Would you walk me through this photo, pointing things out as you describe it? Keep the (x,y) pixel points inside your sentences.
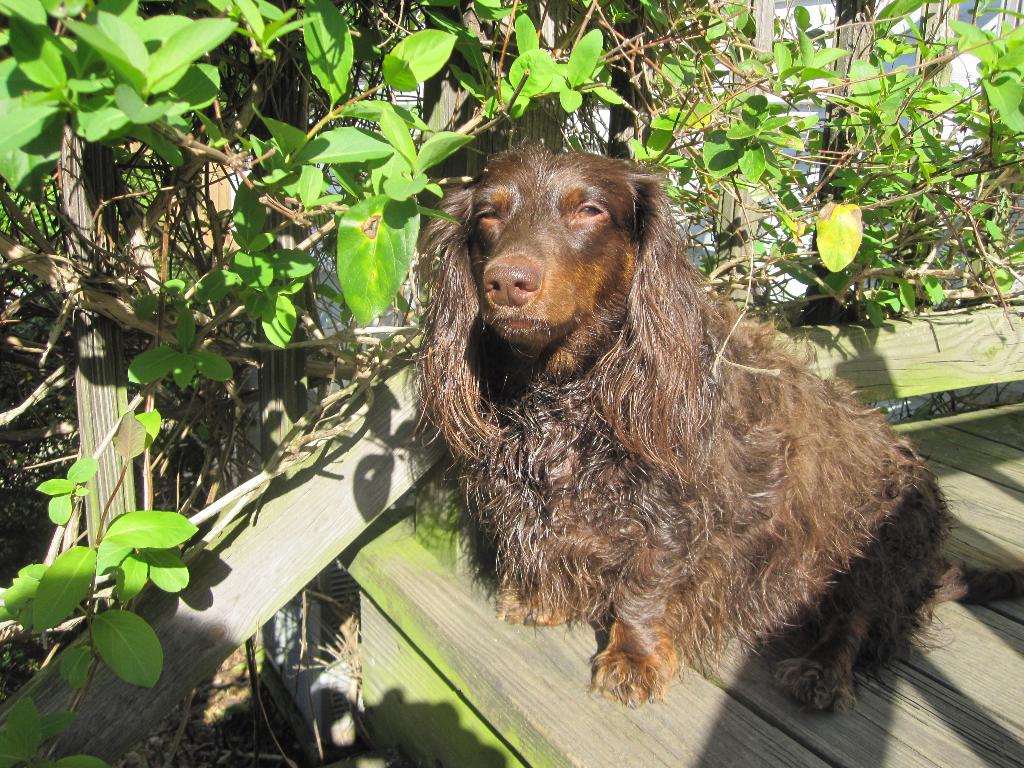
In this image I can see an animal (547,335) and I can see wooden deck (516,657) and I can see plants (591,108) at the top (895,119).
